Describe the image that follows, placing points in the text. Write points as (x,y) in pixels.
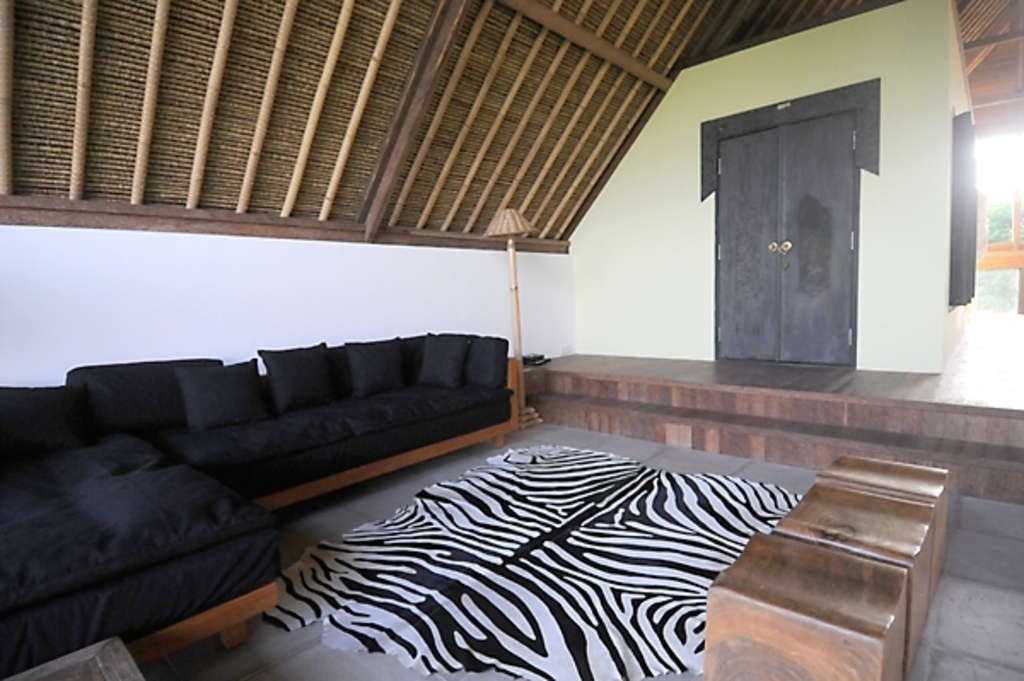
This is a picture of the inside of the house (761,472). On the left side (227,427) there is one couch (200,441) and on that couch (195,440) there are some pillows (188,421) and on the top (368,133) there is one roof (584,35) and in the middle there is one door (762,209) and beside the door (767,208) there is a wall (647,261) and in the middle (512,263) there is one lamp (509,222) and on the floor (648,461) there is one carpet (560,469) and on the top of the right corner (991,169) there is sky (1001,186).
